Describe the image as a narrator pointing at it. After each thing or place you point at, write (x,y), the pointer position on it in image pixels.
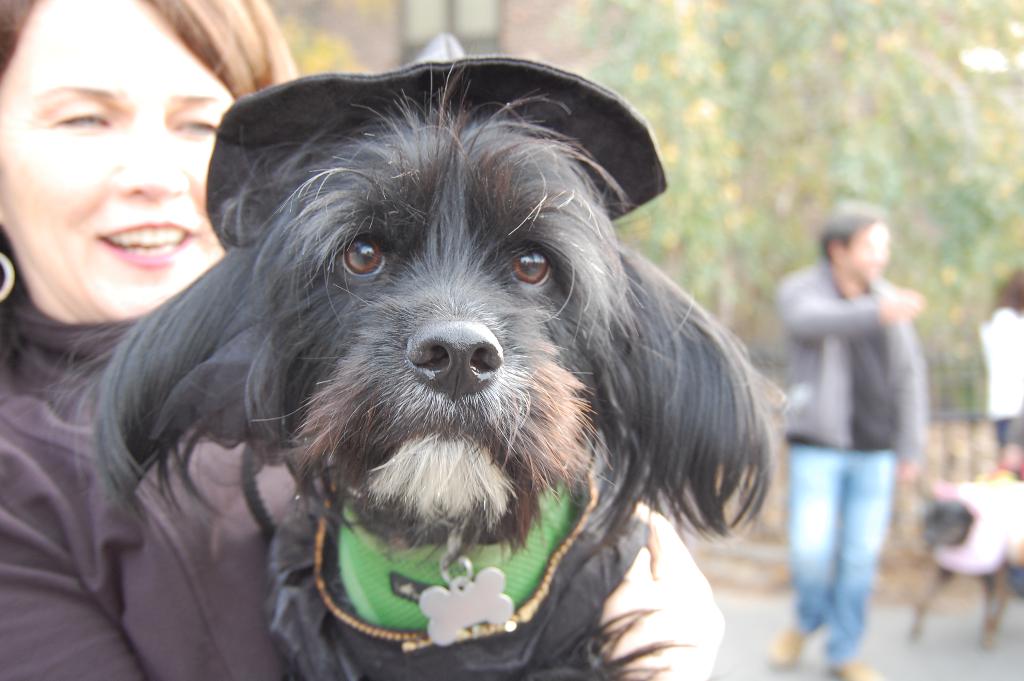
This picture shows a woman (109,179) smiling and holding a dog (400,393) in her hand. The dog (342,258) is wearing a hat (406,80). In the background (841,461), there is a man (880,505) walking with another dog (941,549). There are some trees (769,82) here.
